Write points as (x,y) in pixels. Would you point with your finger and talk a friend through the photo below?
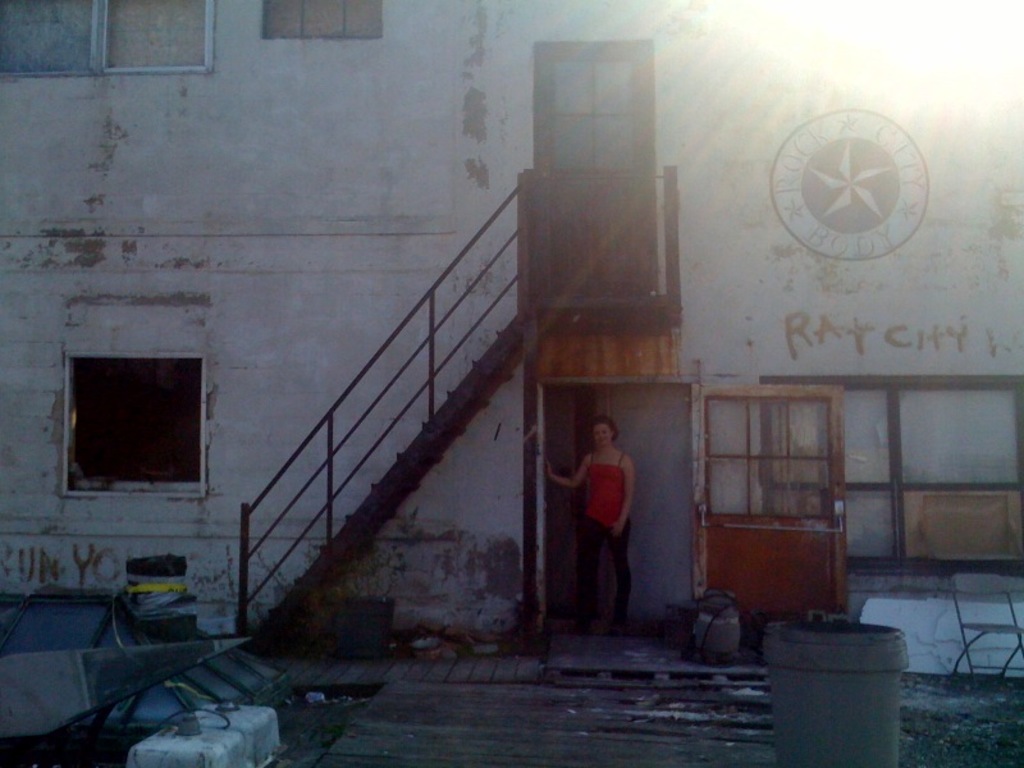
In this picture there is a woman (620,463) wearing red top (617,494) is standing and there is a staircase (425,450) above her and there is a building (585,186) in the background (619,172) and there is a window (795,498) and some other objects (872,598) in the right corner (904,632) and there are some other objects (156,653) in the left corner (105,671).
